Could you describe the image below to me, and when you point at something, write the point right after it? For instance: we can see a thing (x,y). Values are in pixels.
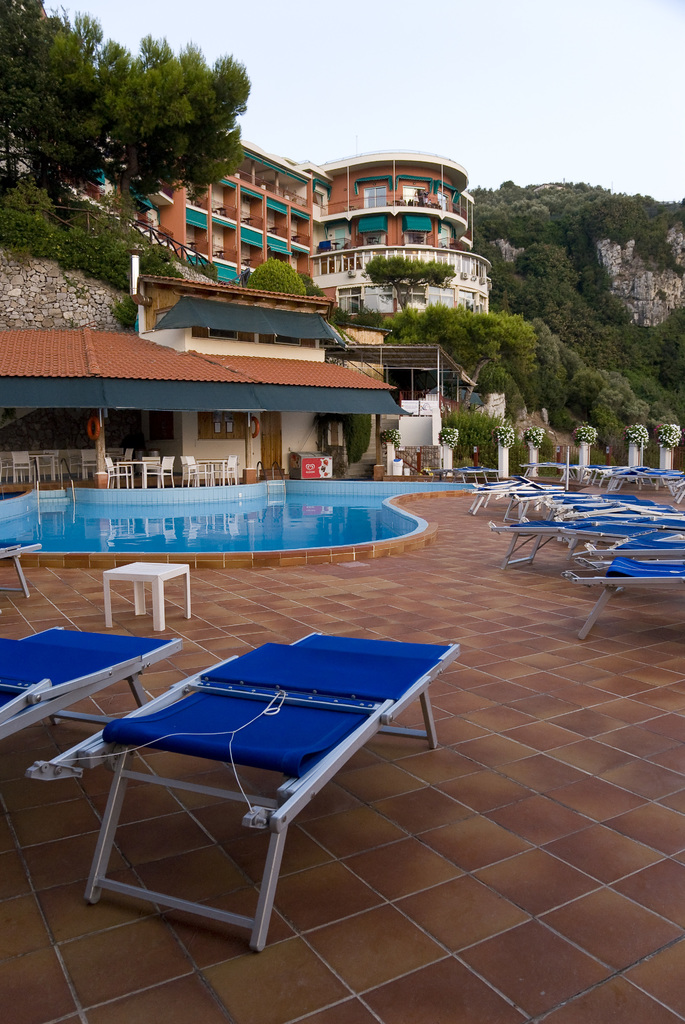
In this image, on the left side (105,581), we can see two benches (340,662) and table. On the right side (625,500), we can also see some benches (604,576). In the background (312,514), we can see water (272,527) in a pool (236,492), table (48,464), chairs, building (447,245), trees (636,364), plants (30,252), rocks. At the top (434,72), we can see a sky (453,70).
